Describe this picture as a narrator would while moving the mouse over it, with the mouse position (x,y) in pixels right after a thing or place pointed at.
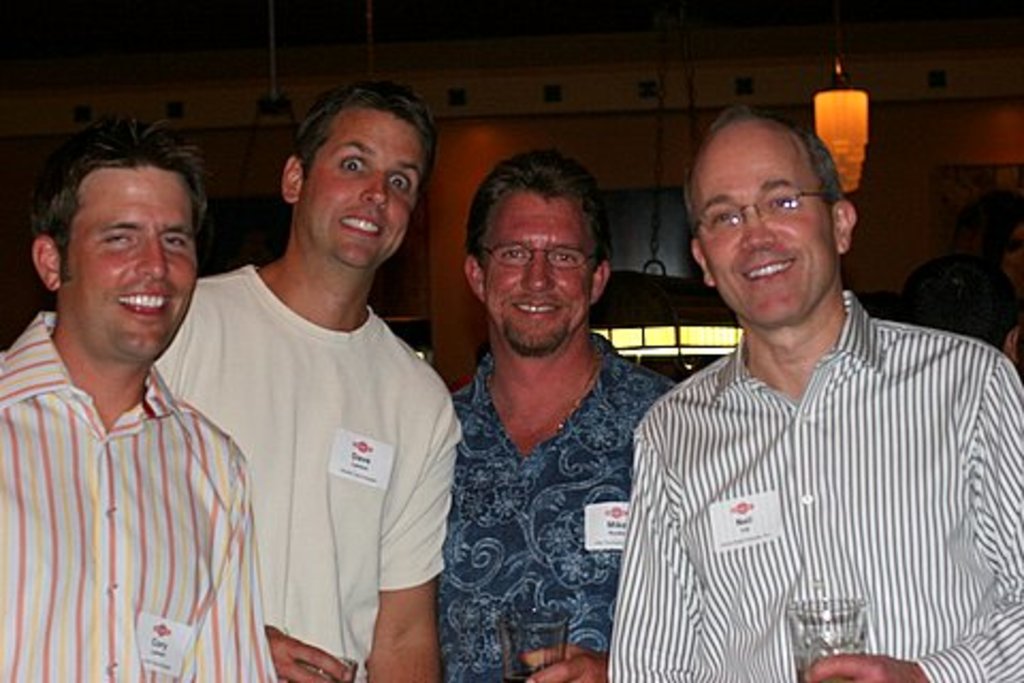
In this image we can see persons (601,511) standing and holding glasses (543,669). In the background (536,103) we can see wall (645,117), hangers (659,156) and light (836,119).
